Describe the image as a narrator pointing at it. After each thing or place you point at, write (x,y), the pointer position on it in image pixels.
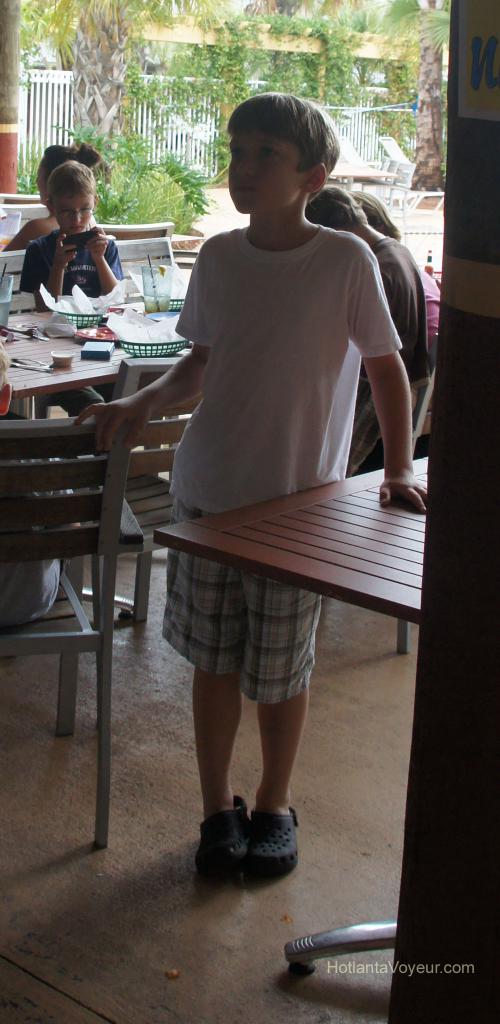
In this picture we can see one boy (271,315) standing in between a chair (80,464) and a table (362,521). On the background (313,53) we can see trees (278,66) and a fence (50,100). We can see two persons (93,220) sitting on chairs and also few persons (410,263) sitting here. This boy (48,254) is holding a mobile (87,243) in his hand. On the table (14,383) we can see spoons (41,368), tissues (72,298).
